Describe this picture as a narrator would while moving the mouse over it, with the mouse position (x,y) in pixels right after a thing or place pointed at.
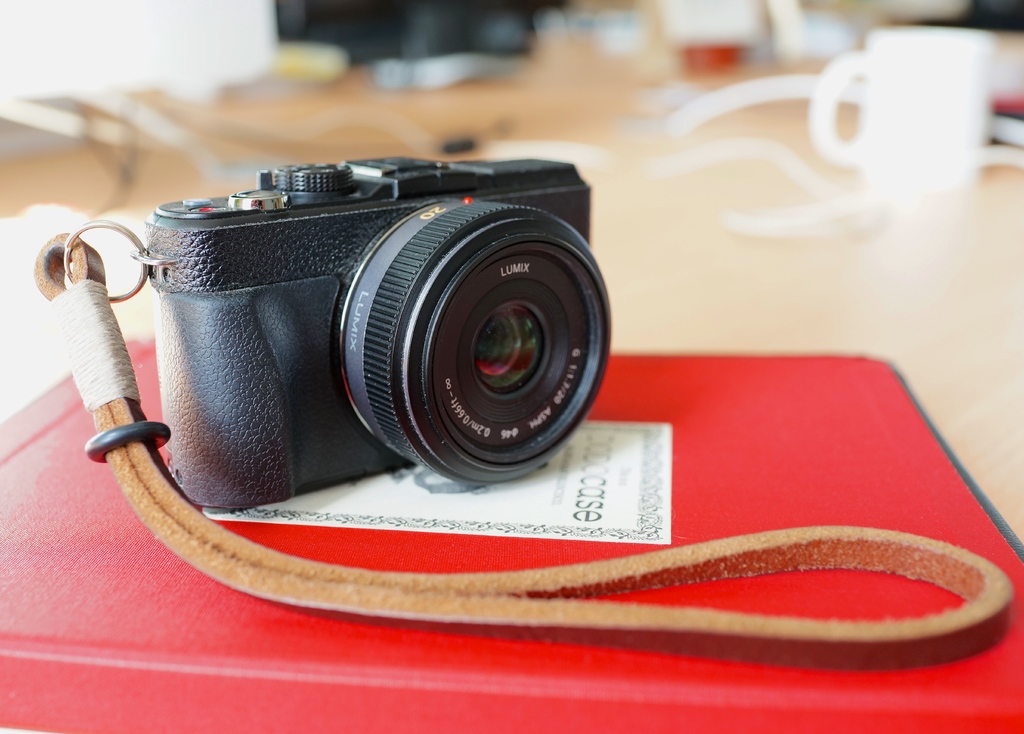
In this image we can see a camera (430,370) on the book file holder (434,656). Here we can see a cup (952,127) on the top right side (959,78).
